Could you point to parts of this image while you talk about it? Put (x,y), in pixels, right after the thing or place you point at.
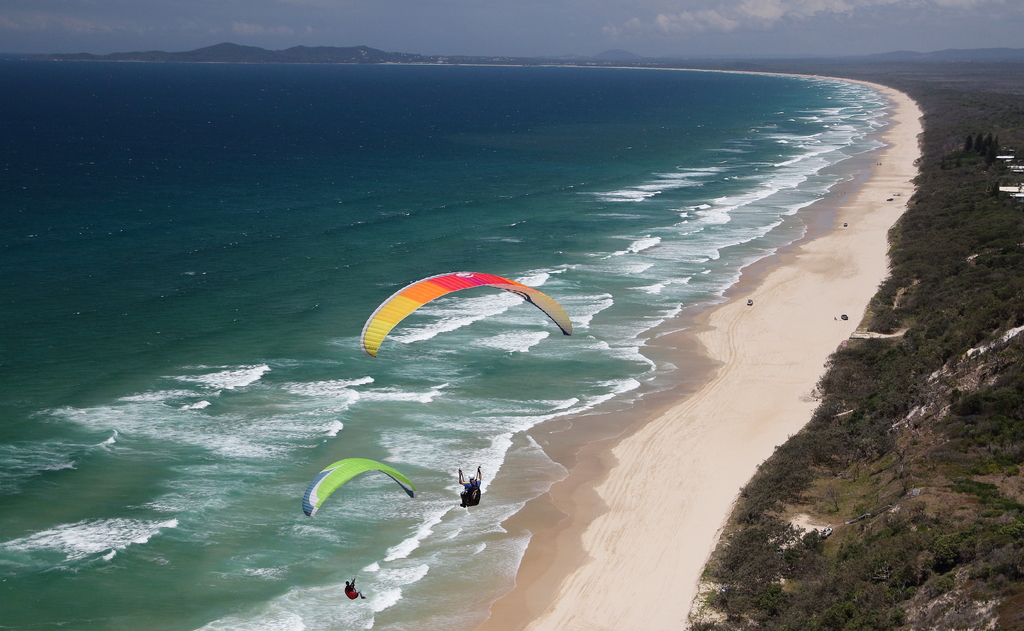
In the picture I can see two persons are flying in the air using parachutes (541,294), here I can see trees (899,572), water (275,490), sand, waves (68,448), hills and the cloudy sky (458,6) in the background (892,38).
